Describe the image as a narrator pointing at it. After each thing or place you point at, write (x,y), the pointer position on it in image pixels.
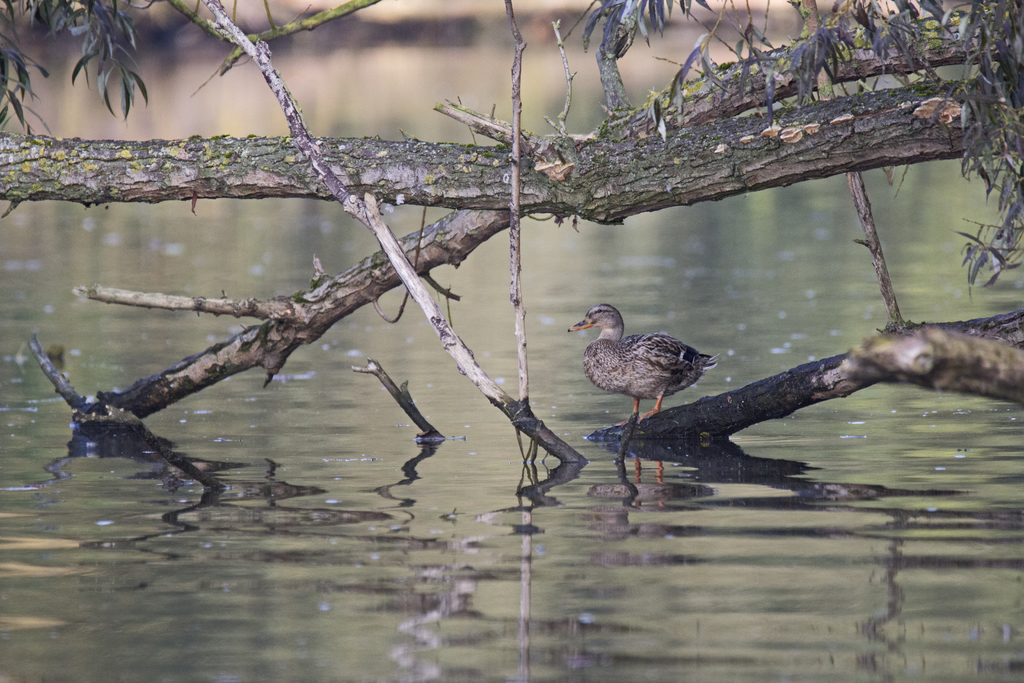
In this image we can see a tree branch (706,114) and leaves (971,50). We can see a bird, after that we can see water (99,512).
